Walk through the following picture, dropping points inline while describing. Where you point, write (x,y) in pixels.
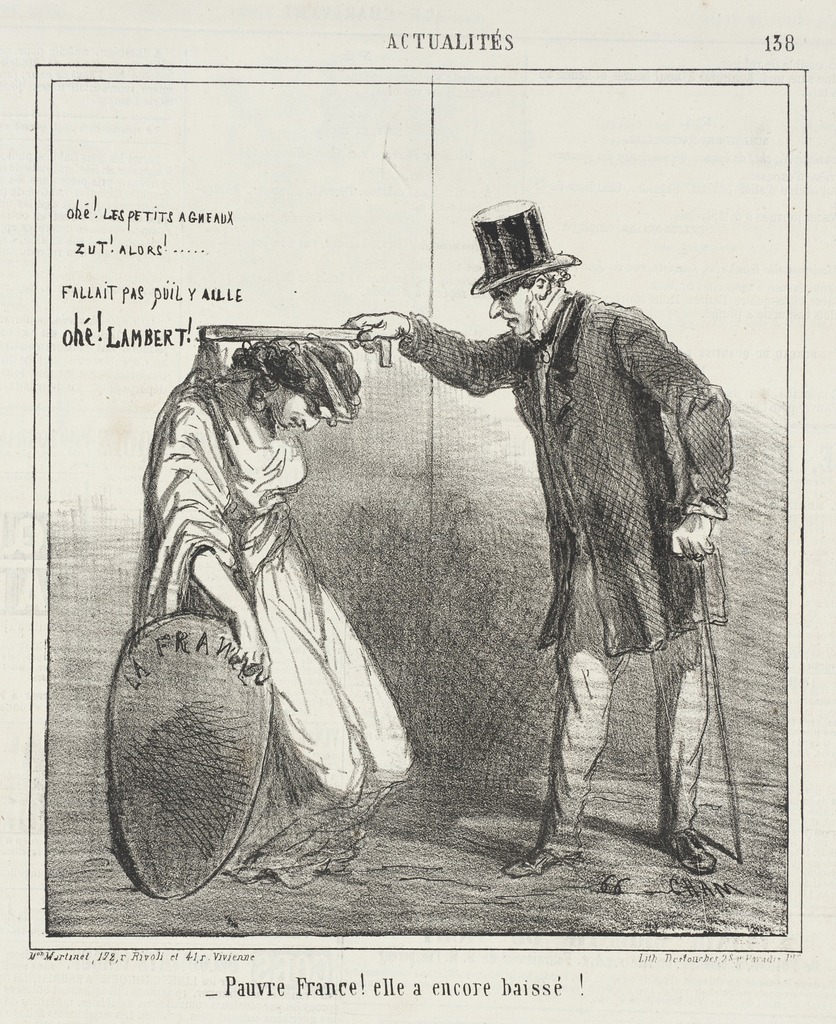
In the image there is a picture (422,437) of two people (351,664) and some quotation (155,348) is written on the left side (112,244) in a page (408,912).
